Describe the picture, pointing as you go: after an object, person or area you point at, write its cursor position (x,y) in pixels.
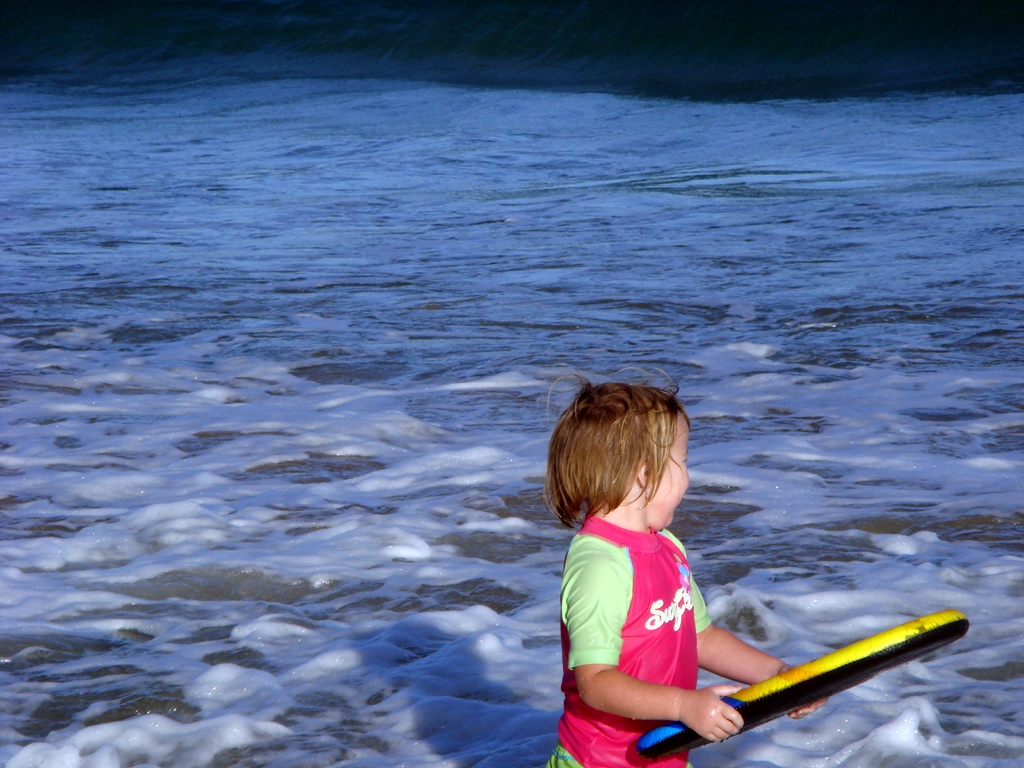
In this image we can see a boy (605,674) holding an object (732,699). In the background of the image (595,378) there is water (473,261).
